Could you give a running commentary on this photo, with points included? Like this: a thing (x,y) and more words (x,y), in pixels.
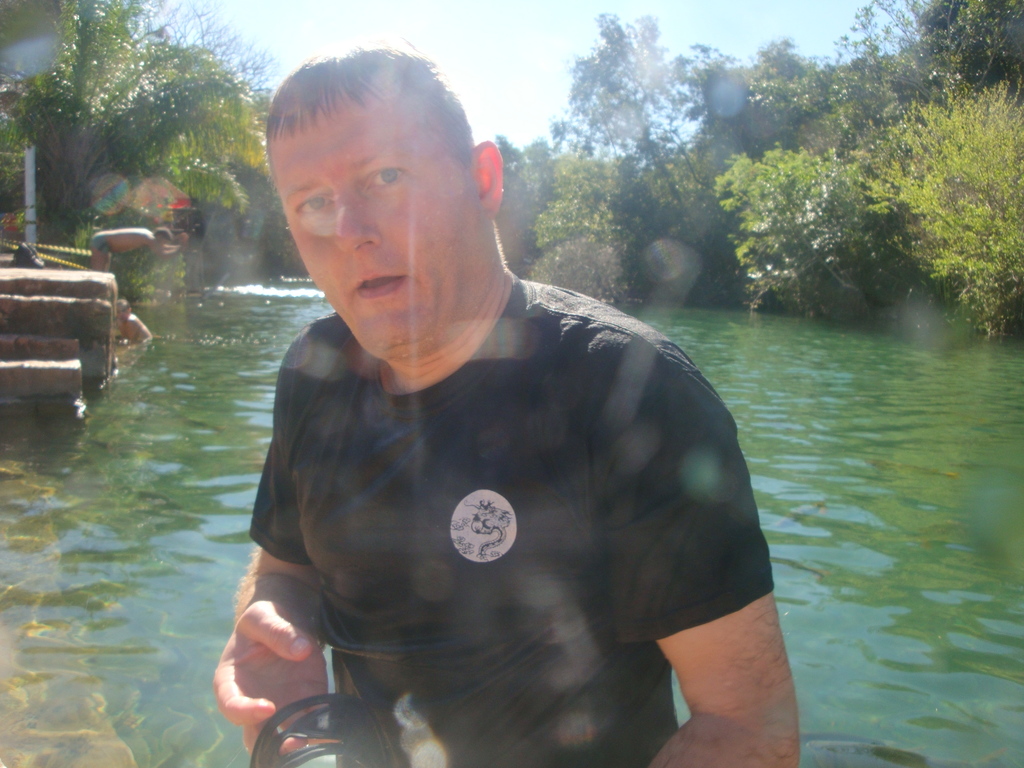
In this image I can see a person (328,361) wearing black t shirt (403,490). In the background (176,454) I can see some water (185,418), a person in the water (166,336) and a person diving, few trees (146,281) and the sky (743,9).
